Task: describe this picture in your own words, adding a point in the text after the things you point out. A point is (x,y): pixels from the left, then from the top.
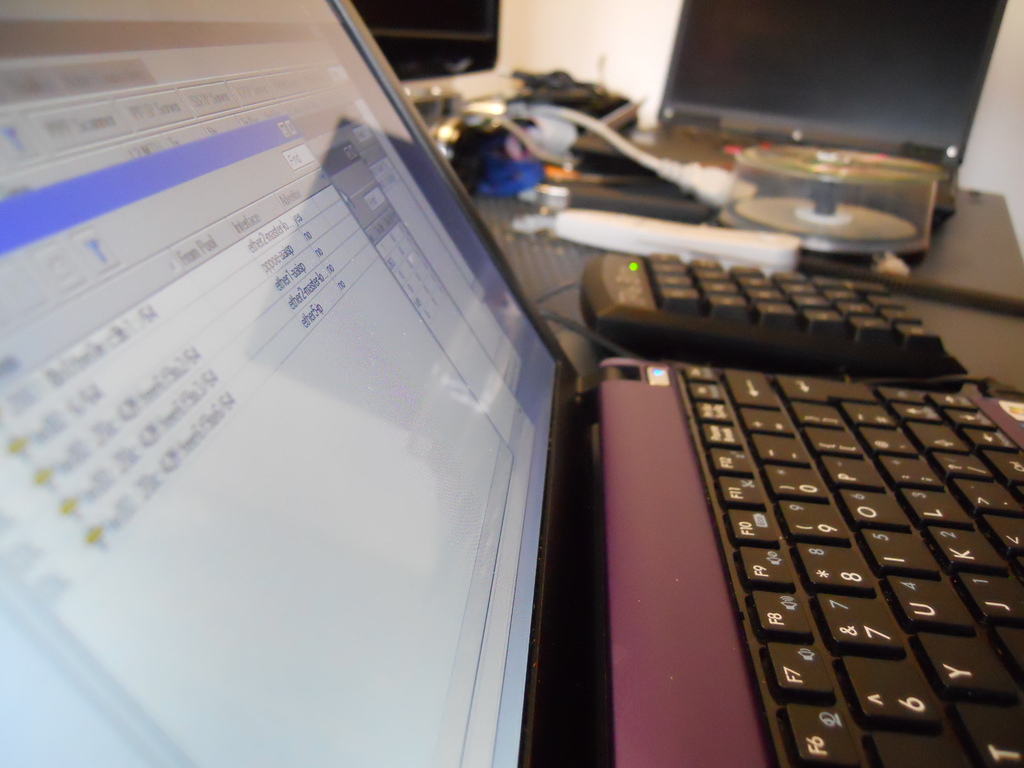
We can see a laptop's (751,378), keyboard (836,298), CD disk box (816,216), cables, monitor (469,19) and other objects (549,189) on a platform (953,320). In the background (523,34) we can see the wall (529,9).
